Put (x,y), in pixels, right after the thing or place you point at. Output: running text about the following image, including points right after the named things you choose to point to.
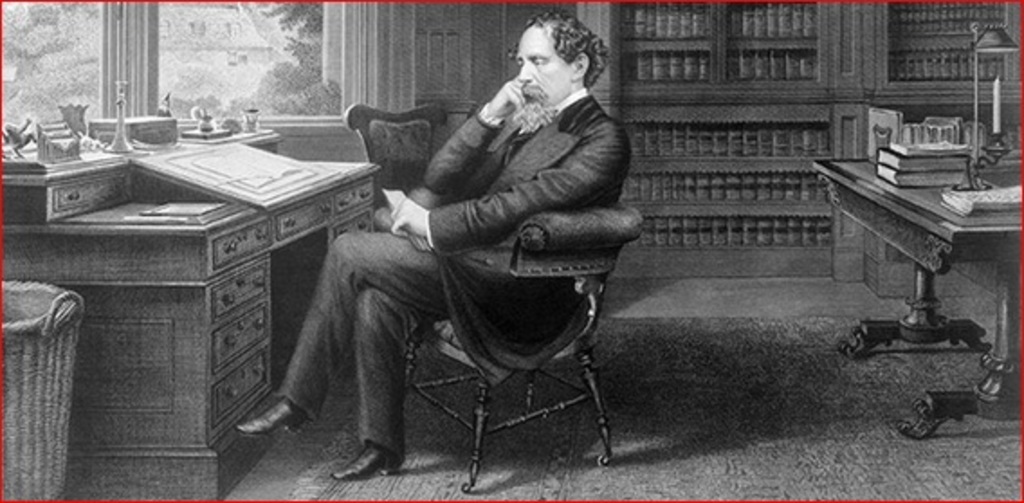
This is an old black and white image. I can see a person (493,204) sitting on a chair (411,387). In front of the person (501,194), there is a table (245,245) with few objects (66,148) on it. At the bottom left side of the image (56,381), It looks like a basket (48,358). On the right side of the image (885,235), I can see another table (861,203) with the books (937,157), a lamp (1001,146), candle (1000,131) and few other things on it. In the background (712,219), there are books (739,148) in the shelves (810,84).
